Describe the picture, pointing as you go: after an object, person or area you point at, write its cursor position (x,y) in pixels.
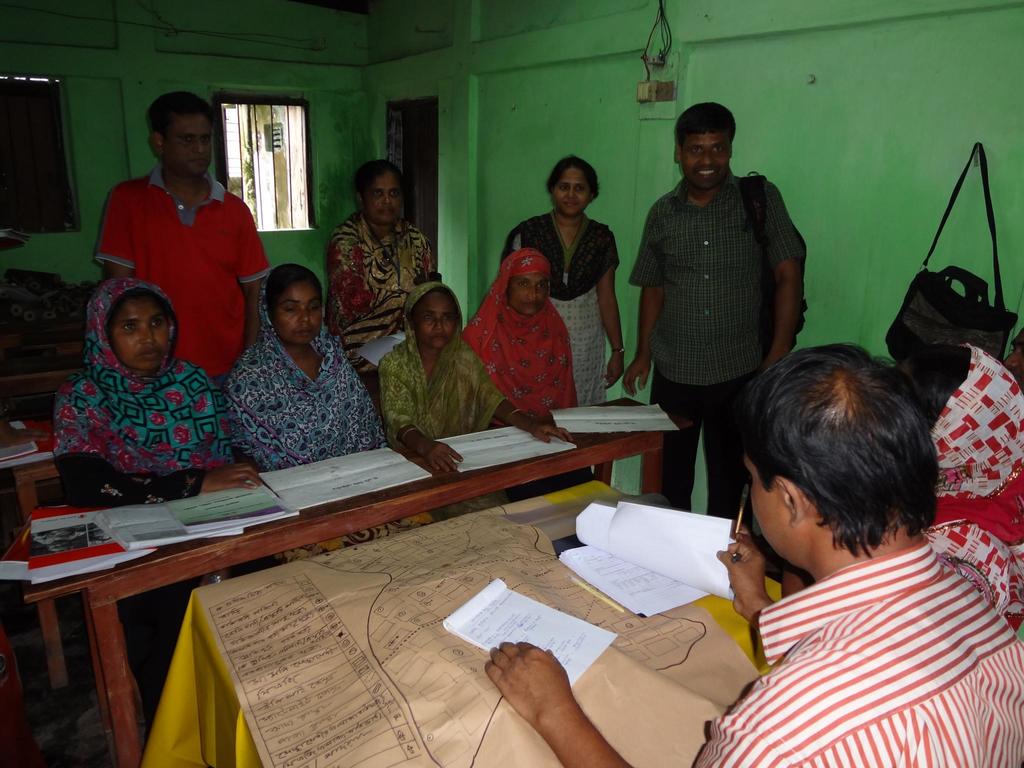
On the right side (840,613) a man (840,613) is holding the papers (723,584) in his hands (738,608), on the left side (93,465) four women (410,446) are sitting on the bench (371,502) and looking at this side. Here a man (721,259) is standing and smiling.
